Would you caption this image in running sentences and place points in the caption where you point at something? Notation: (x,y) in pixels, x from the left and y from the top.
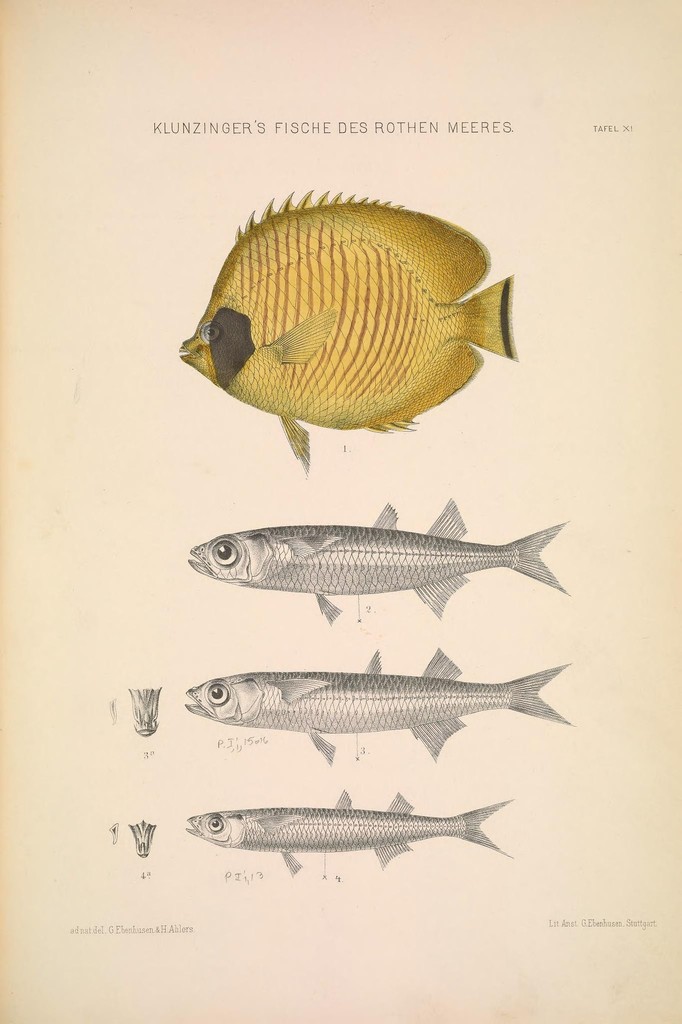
In this image we can see pictures (379,364) of fishes (430,334) on the paper (563,632) and there is text (297,124).
